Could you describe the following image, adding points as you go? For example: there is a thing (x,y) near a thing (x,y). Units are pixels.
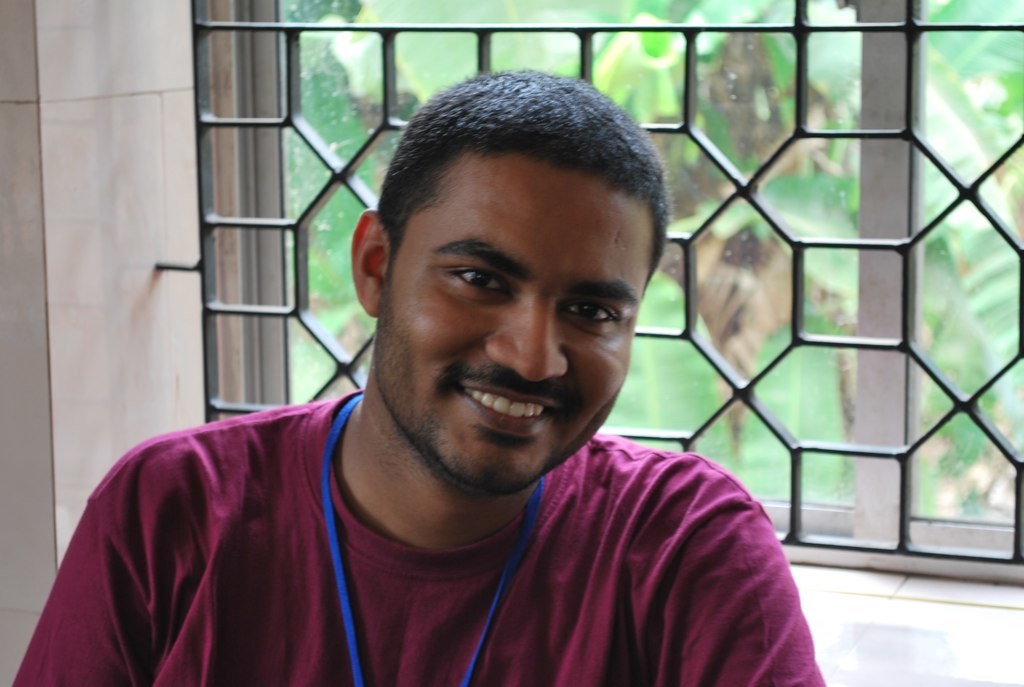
In this image we can see there is a person (340,509) with a smile (492,407) on his face (480,375), behind him there is a window (797,232) and from the window (848,345) we can see there are trees (706,42).
